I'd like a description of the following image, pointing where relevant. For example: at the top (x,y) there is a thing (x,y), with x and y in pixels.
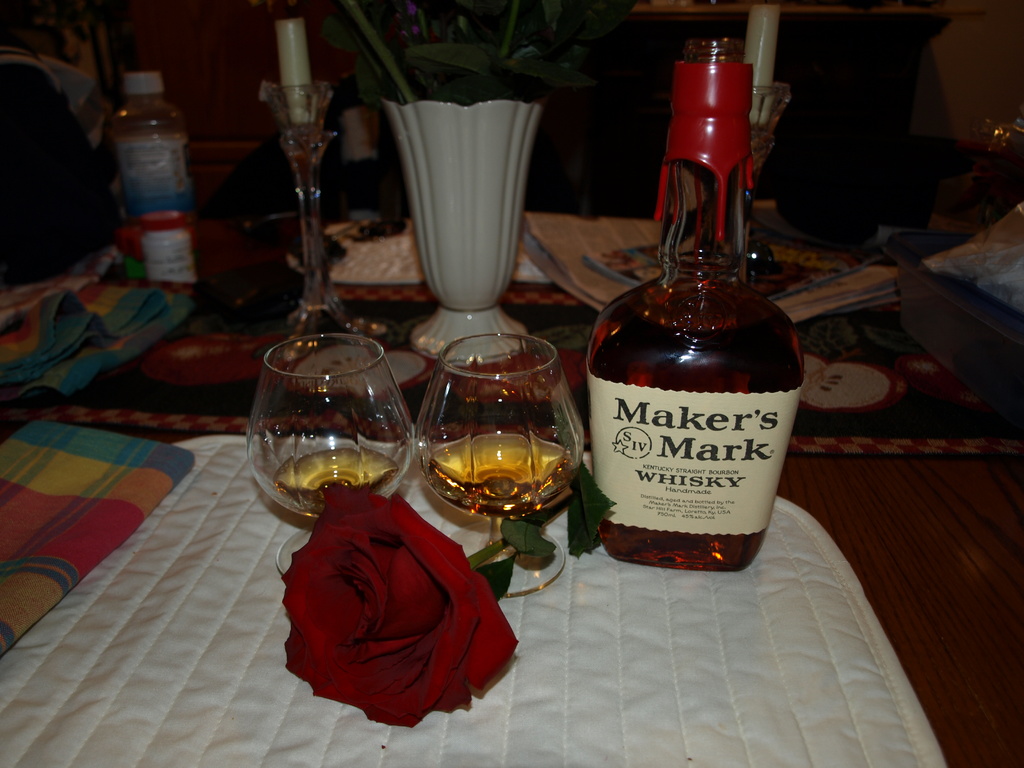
In the image we can see there is a table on which there are whisky glasses (477,418), whisky bottle (679,449) and a rose plant flower (417,604).
